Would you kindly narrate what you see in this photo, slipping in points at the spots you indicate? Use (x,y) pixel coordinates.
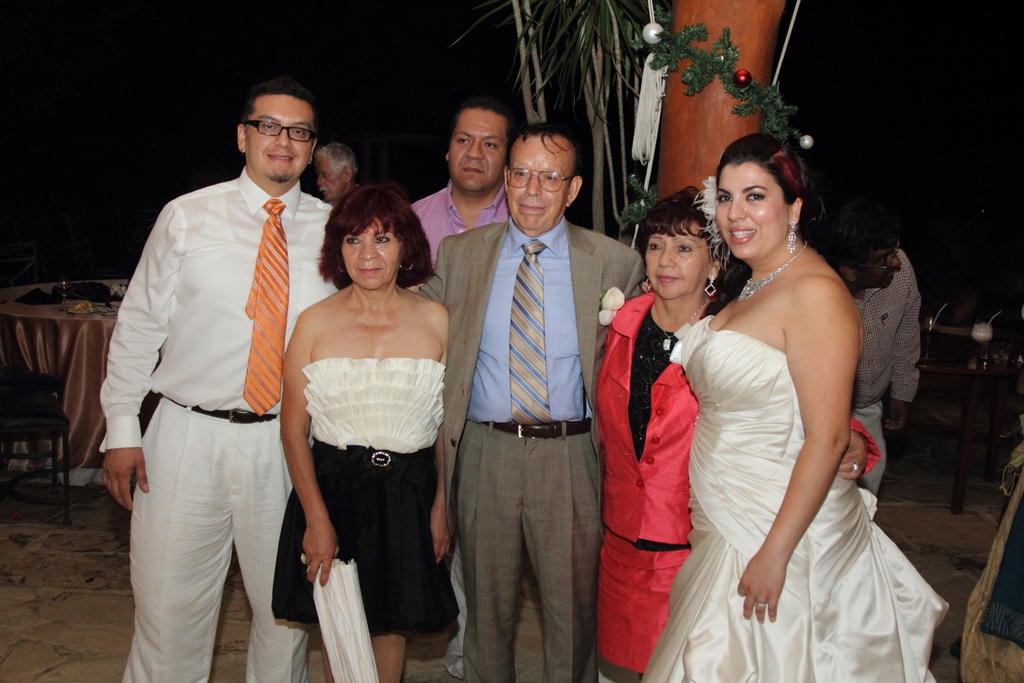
In this picture we can see a group of people (267,444) standing on the path (935,516) and behind the people (488,382) there is a pillar (683,169), trees (598,79), table (30,354) and chairs (37,384). Behind the pillar (683,91) there is a dark background (160,163).
